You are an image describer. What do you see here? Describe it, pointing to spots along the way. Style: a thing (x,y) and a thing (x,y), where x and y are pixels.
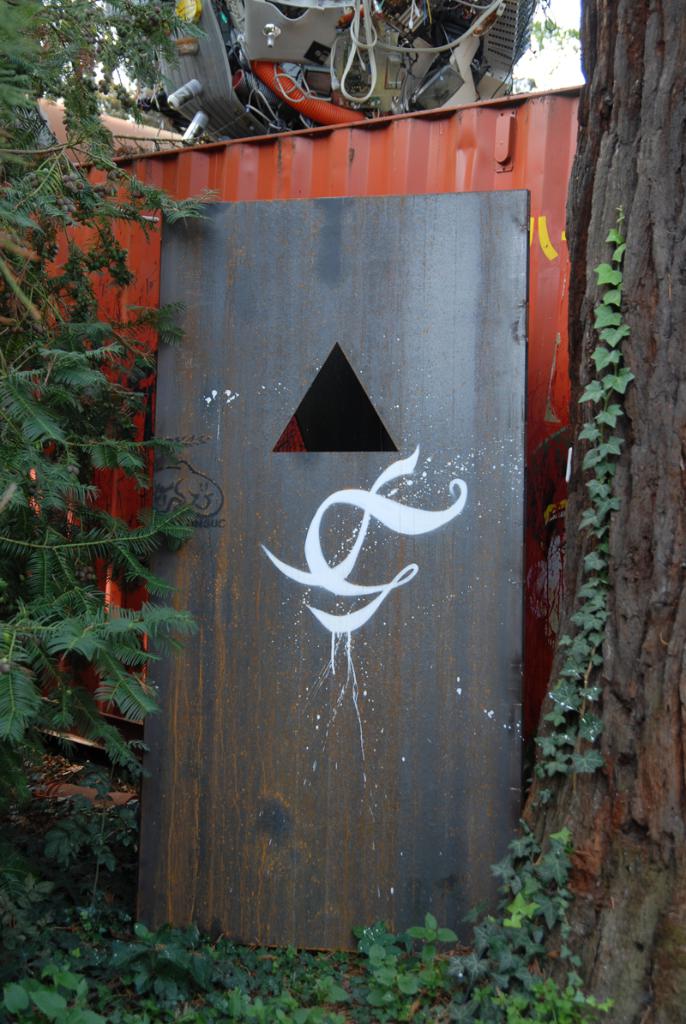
In this image, we can see a painting (330,625) on the board (326,534) and in the background (187,160), there are trees (91,139) and there is a metal box (375,132) and we can see an engine (254,66) on it.
